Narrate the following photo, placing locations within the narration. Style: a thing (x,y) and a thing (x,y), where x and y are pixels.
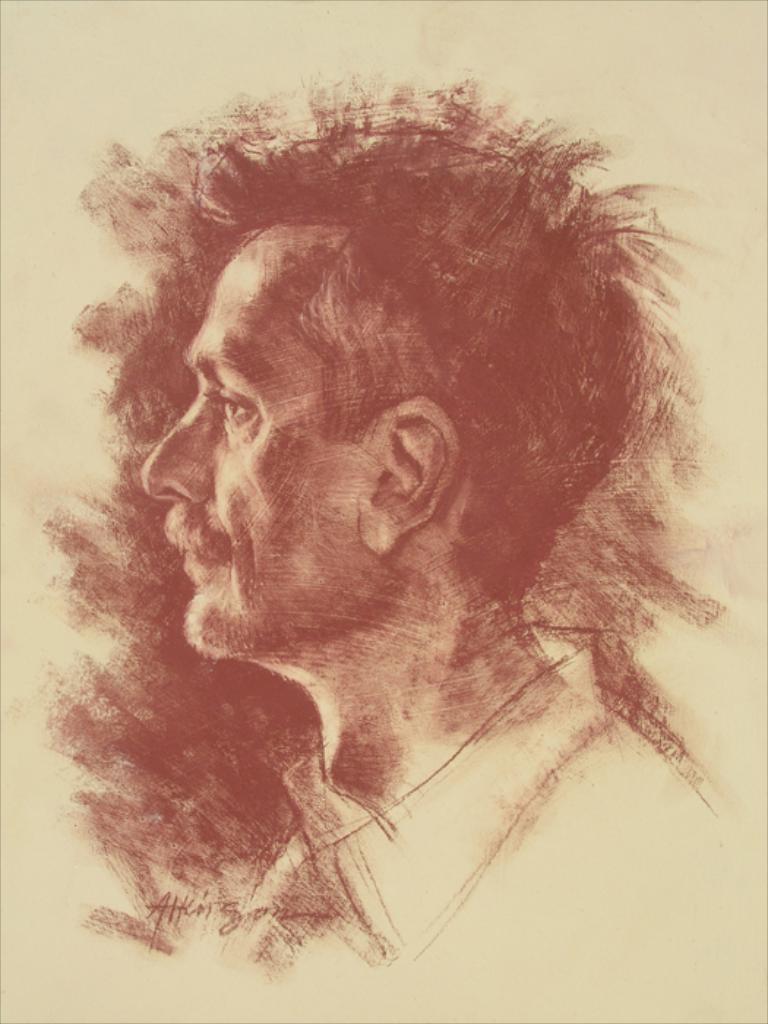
In this image we can see drawing (249,521) of a man (245,458).
